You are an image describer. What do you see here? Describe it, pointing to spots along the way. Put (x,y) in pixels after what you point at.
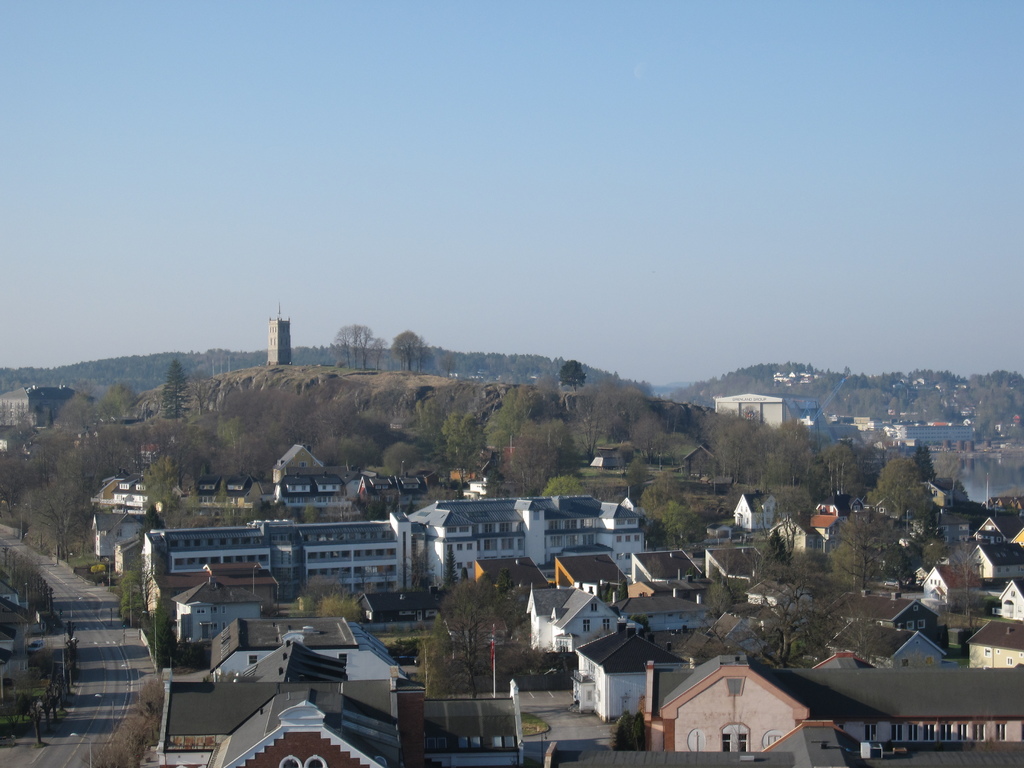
In this image I can see the road (72,758), few poles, few trees (51,527) and few buildings (380,527). In the background (707,462) I can see a mountain (347,378), few buildings (282,344) on the mountain (332,375), few trees (379,349), the water (1021,465) and the sky (620,231).
